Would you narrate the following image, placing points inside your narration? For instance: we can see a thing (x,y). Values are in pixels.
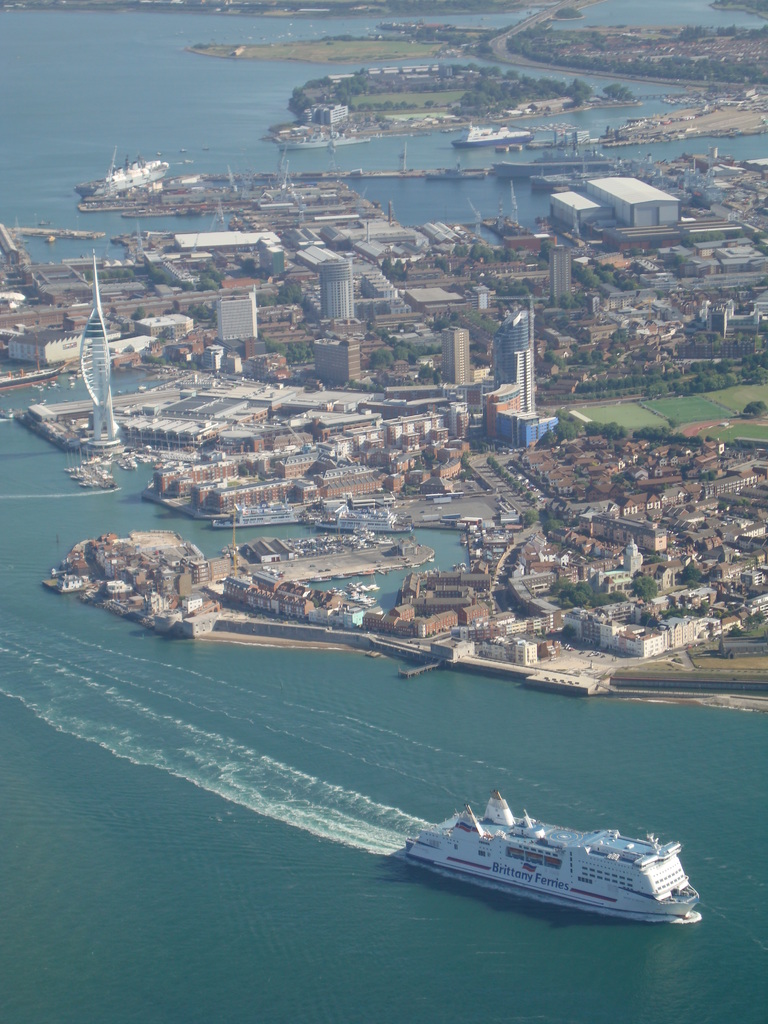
In this image I can see ships (74,472) on the water (481,941) beside that there are so many buildings (359,395) and trees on the ground (421,521).
